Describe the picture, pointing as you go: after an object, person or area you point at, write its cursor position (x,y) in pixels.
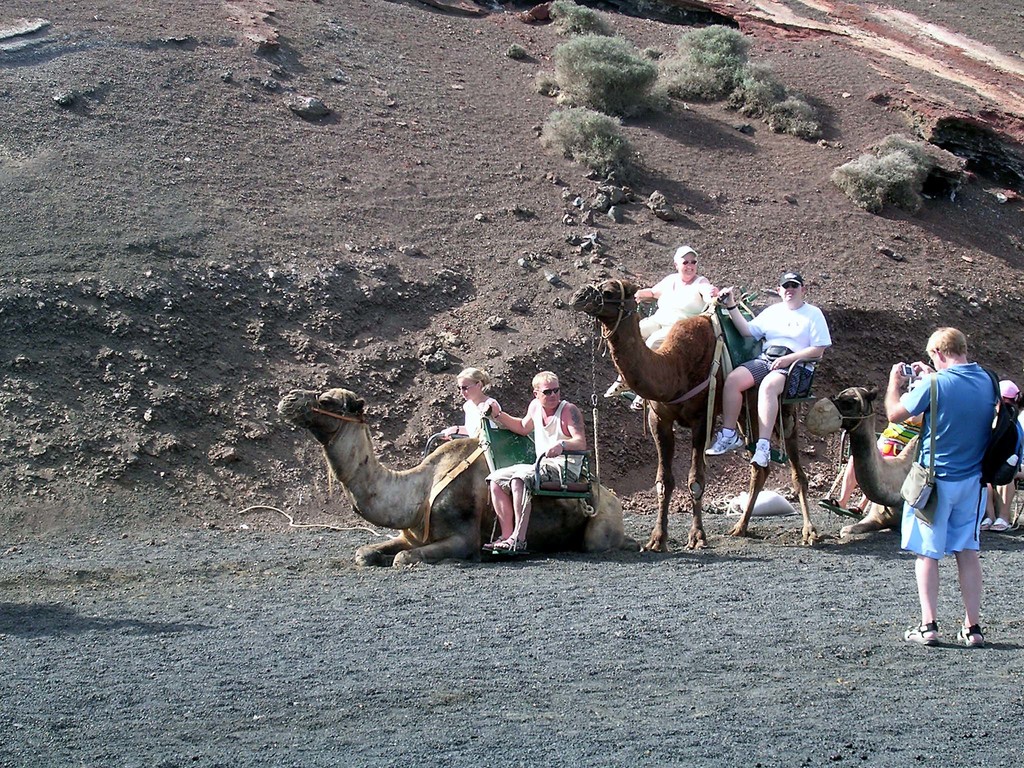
This picture is taken from outside of the city. In this image, on the right side (956,436), we can see a man (975,365) wearing bags (1008,426) and holding the camera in his hand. In the background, we can see a group of people (578,441) sitting on the camel (476,546), rocks (115,392), plants (630,67) and a grass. At the bottom (322,631), we can see a land (416,588) which is in black color.
